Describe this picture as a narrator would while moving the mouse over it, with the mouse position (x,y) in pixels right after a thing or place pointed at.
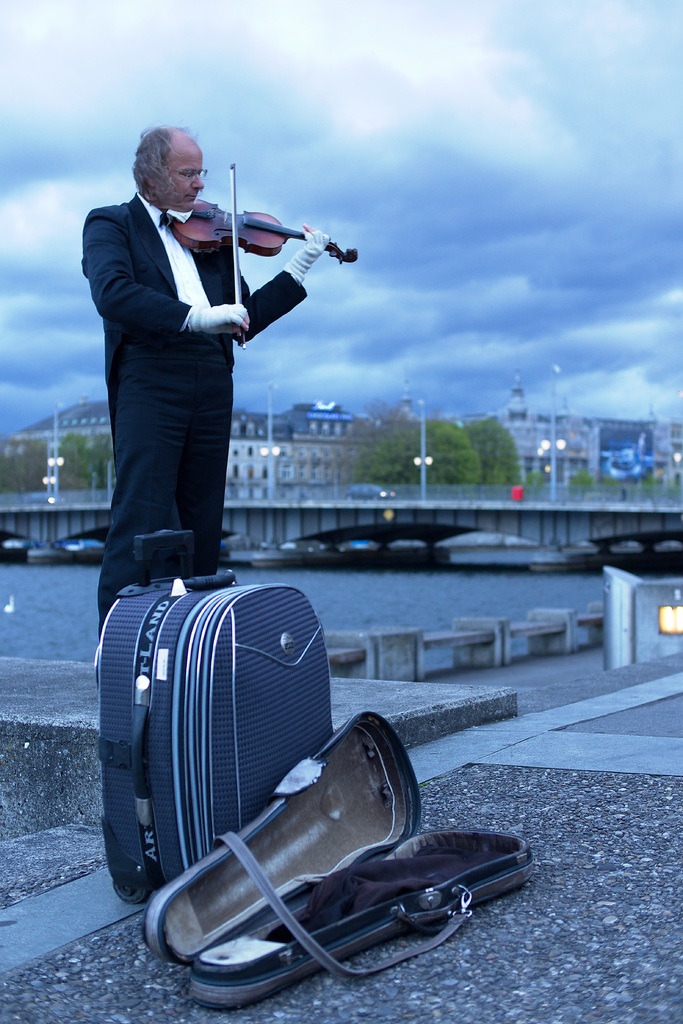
This person (155,184) is holding a stick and violin (217,222). In-front of this person (152,210) there is a violin bag (365,802) and luggage (192,699). Far there are trees (431,428) and buildings (308,441). Sky (577,250) is cloudy. This is bridge (471,519). This is a freshwater river (62,602).
